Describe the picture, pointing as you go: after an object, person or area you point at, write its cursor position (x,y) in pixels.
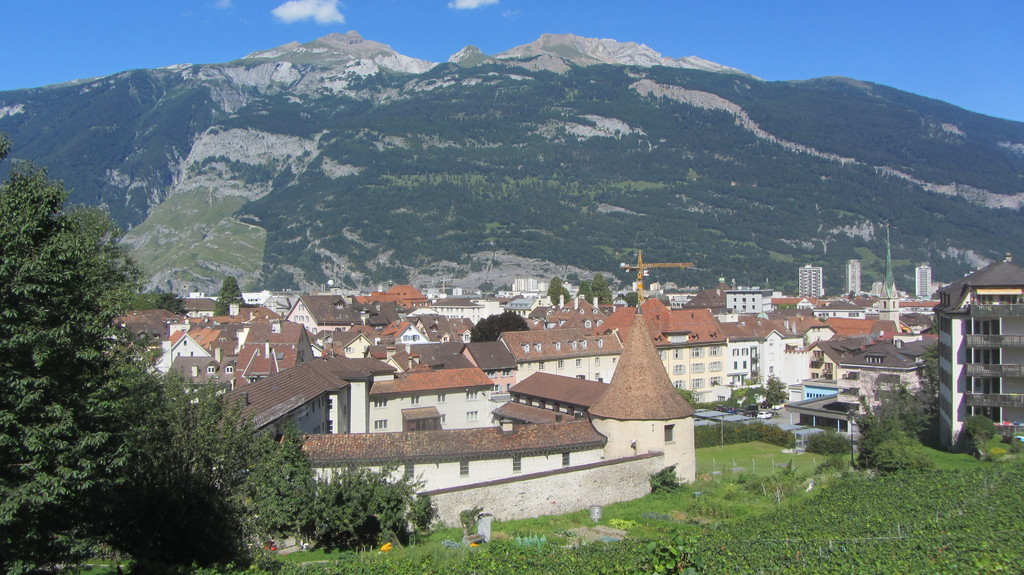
This picture shows few buildings (530,285) and we see trees (320,497) and plants (843,536) and we see a crane (628,267) and hill (52,101) and we see blue cloudy sky (962,40).
